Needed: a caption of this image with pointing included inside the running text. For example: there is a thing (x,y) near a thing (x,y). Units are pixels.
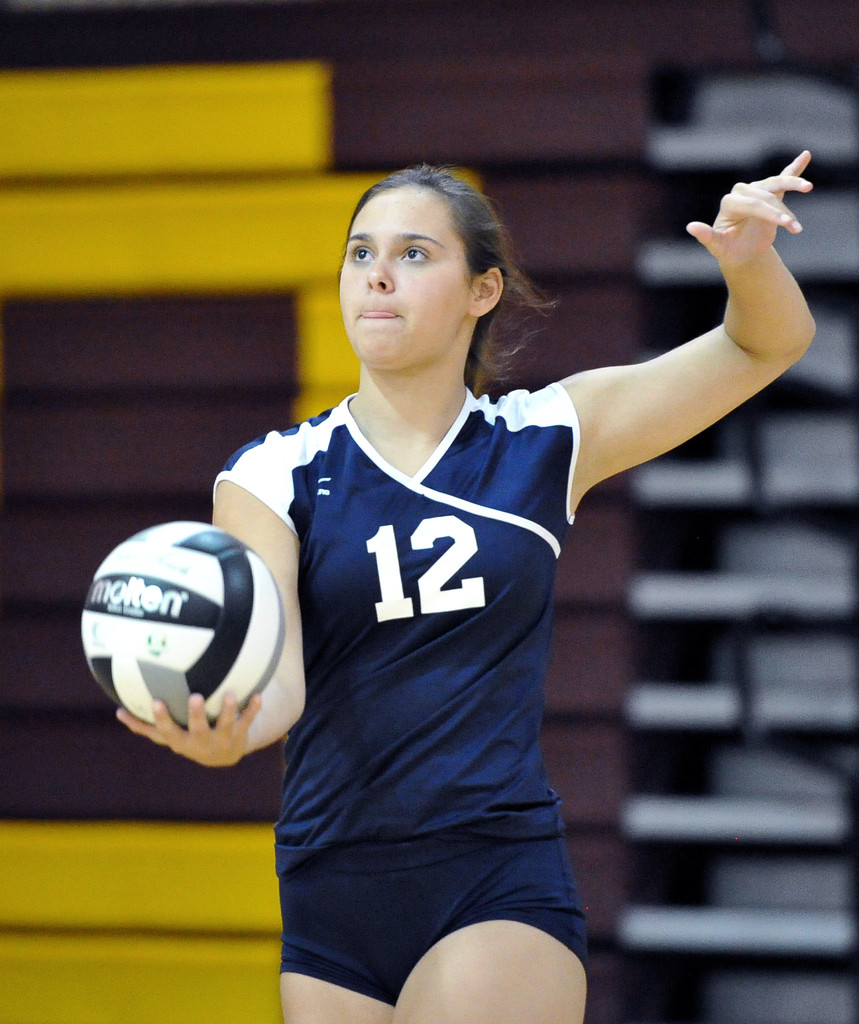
In this image we can see a woman (366,587) and a volleyball (235,673) on her hand (233,730). In the background (313,284) the image is blur but we can see objects (445,81).
